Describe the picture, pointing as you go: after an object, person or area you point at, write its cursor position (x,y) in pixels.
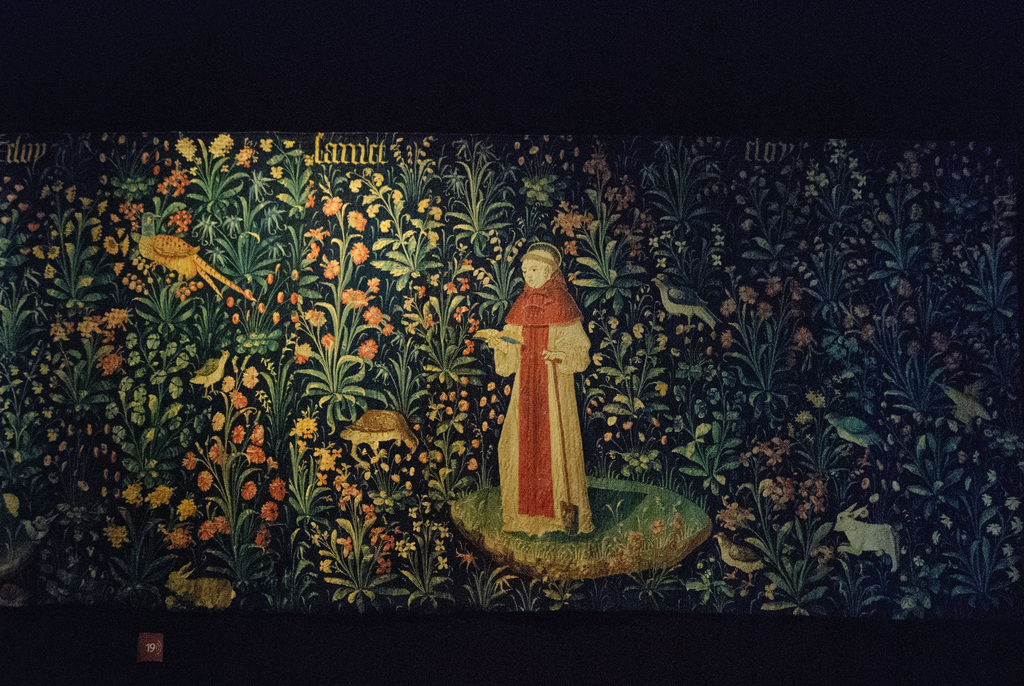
In the picture I can see a painting (537,399) of a person (509,449), plants (593,359), birds (737,552), animals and some other things (692,545). I can also see something written on the image. The image is little bit dark.
